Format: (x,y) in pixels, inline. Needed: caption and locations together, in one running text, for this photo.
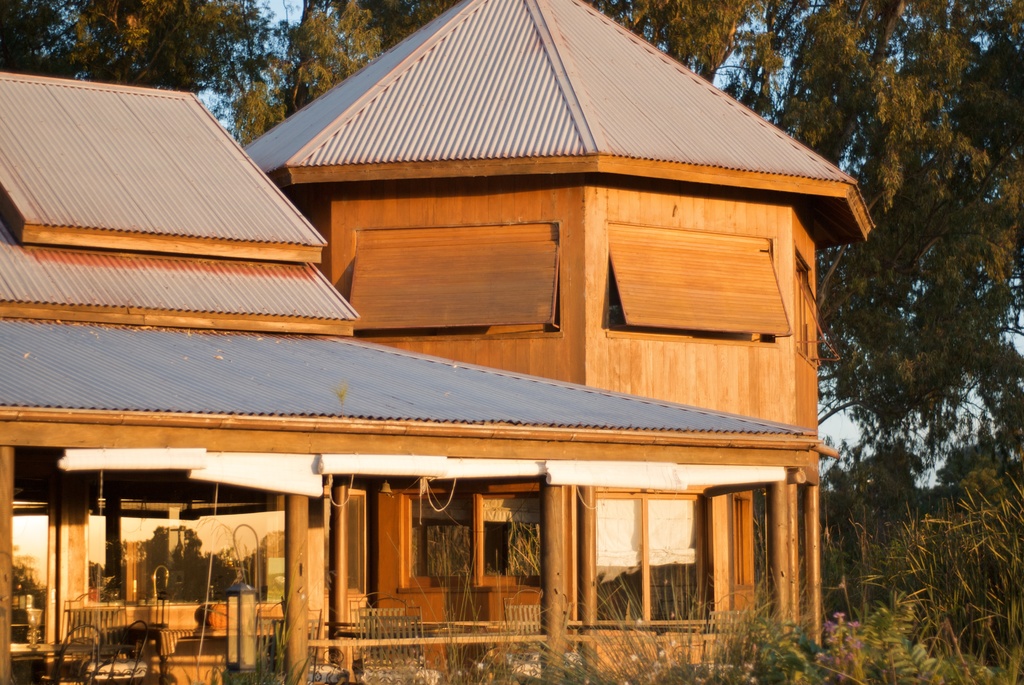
In this image, we can see a house (380,538) and at the bottom (365,617), there are chairs (138,633) and tables (195,641). In the background (707,27), there are trees (953,415) and plants (833,675).
